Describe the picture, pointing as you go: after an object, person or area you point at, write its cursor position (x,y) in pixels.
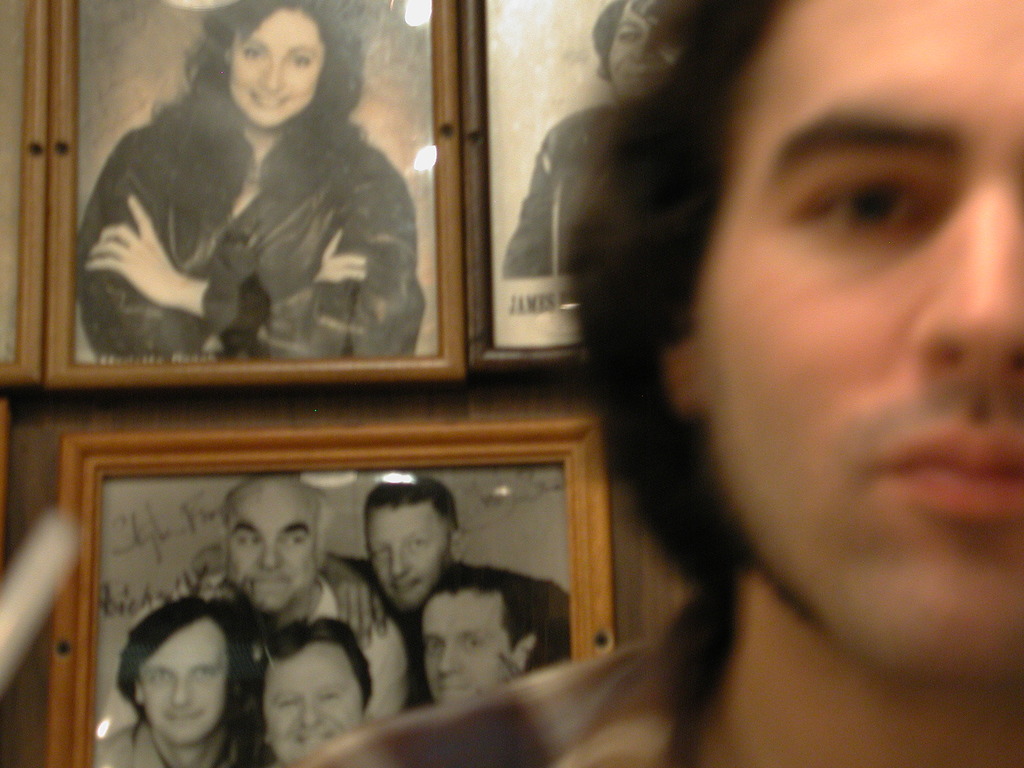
In this picture we can see a man (898,405) in the front (882,408), in the background (312,112) there are three photo frames (460,168), we can see pictures (400,348) of persons (328,239) in these frames (61,222).
